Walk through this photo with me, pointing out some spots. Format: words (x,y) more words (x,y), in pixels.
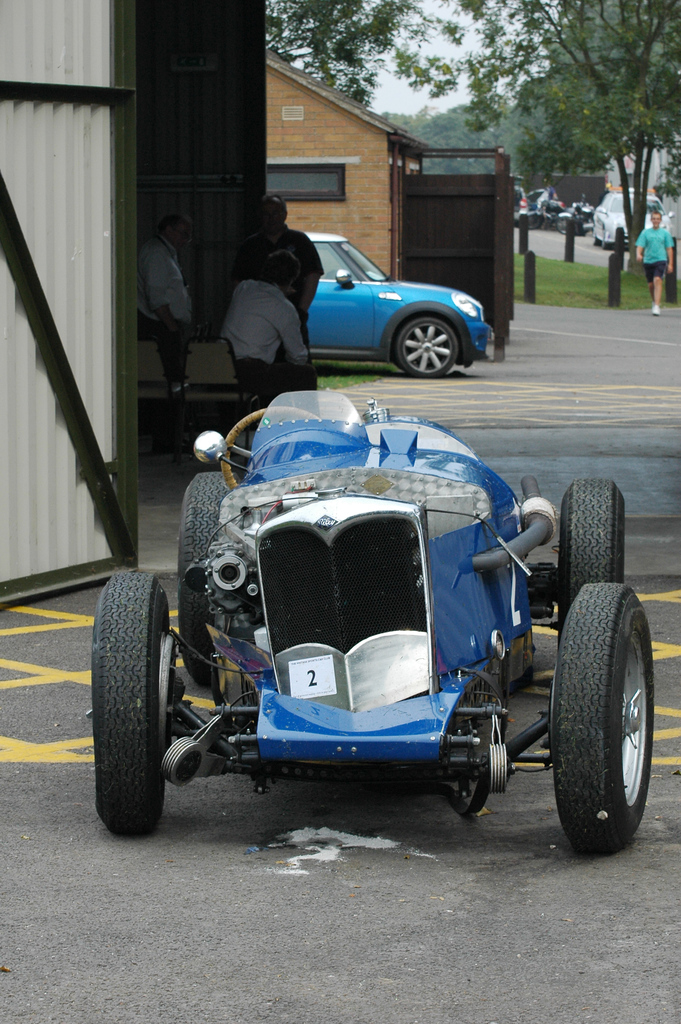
In this image, I can see the vehicles (404,316) on the road (407,395). Here is a person (246,378) sitting and two people (172,287) standing. This looks like a house (346,169) with a door (485,244). On the right side of the image (665,257), I can see a person (660,250) walking. These are the trees (536,117). This looks like an iron door (80,149).
